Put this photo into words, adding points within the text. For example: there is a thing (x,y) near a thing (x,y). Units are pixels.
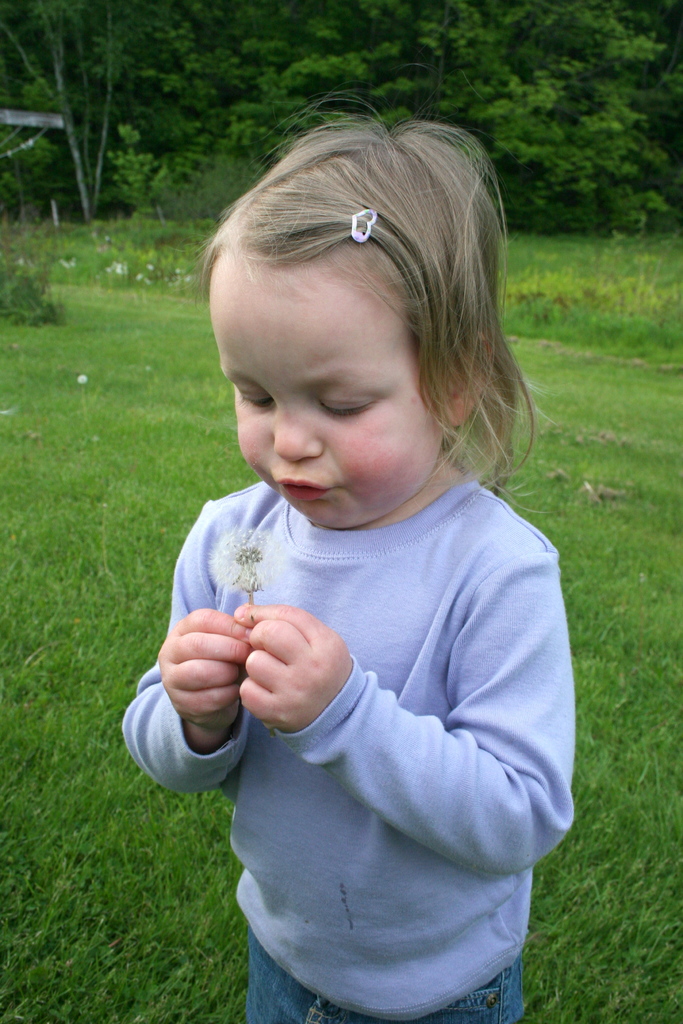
In the center of the image (245,383) there is a girl (478,569). In the background of the image (395,93) there are trees (259,100). At the bottom of the image (89,973) there is grass (184,973).
